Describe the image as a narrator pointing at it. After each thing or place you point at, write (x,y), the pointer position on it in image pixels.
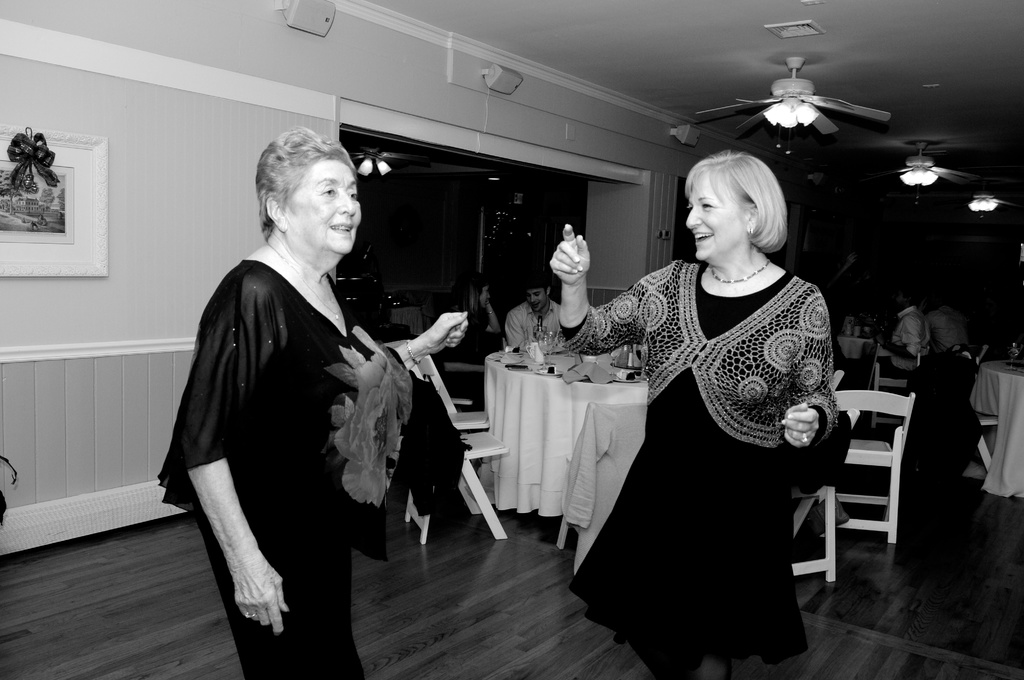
there are two women (320,325) dancing and there are some people (547,318) sitting on a chair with table (543,429) in front of them.
